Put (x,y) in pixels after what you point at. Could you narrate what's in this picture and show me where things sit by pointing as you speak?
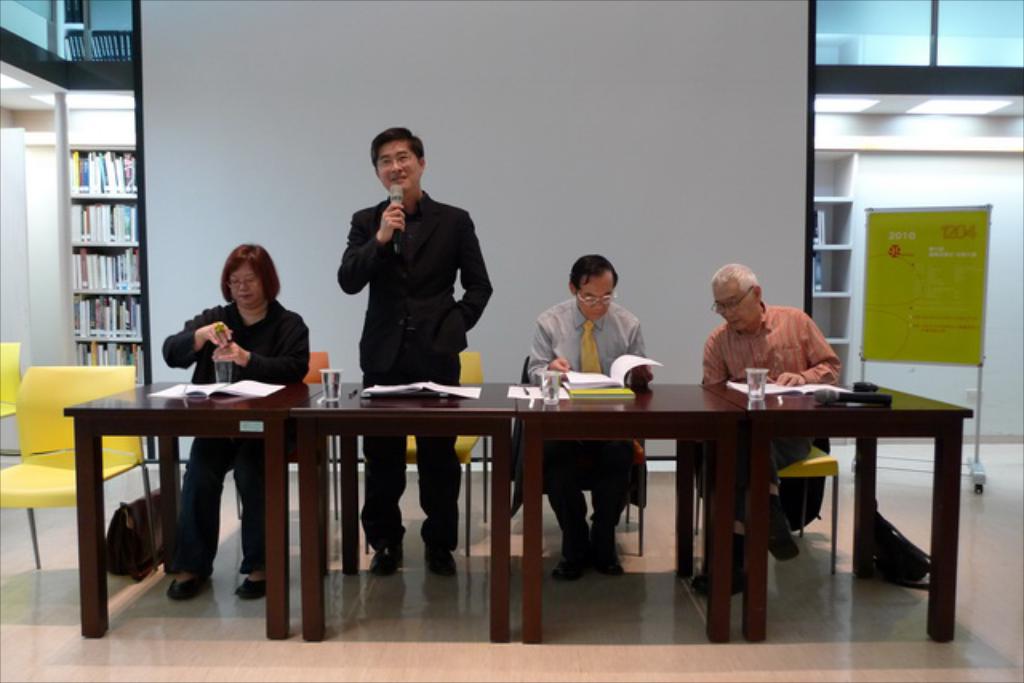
This person (459,304) wore black suit (432,288) and holding a mic (395,233). These three persons (235,337) are sitting on a chair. On this table (210,404) there are glasses (753,395), mic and books (422,389). This rack (104,266) is filled with books (104,278). This is yellow chair (54,411). Far there is a banner (962,271) with stand (984,319). Beside this table (894,418) there is a bag (891,529).
